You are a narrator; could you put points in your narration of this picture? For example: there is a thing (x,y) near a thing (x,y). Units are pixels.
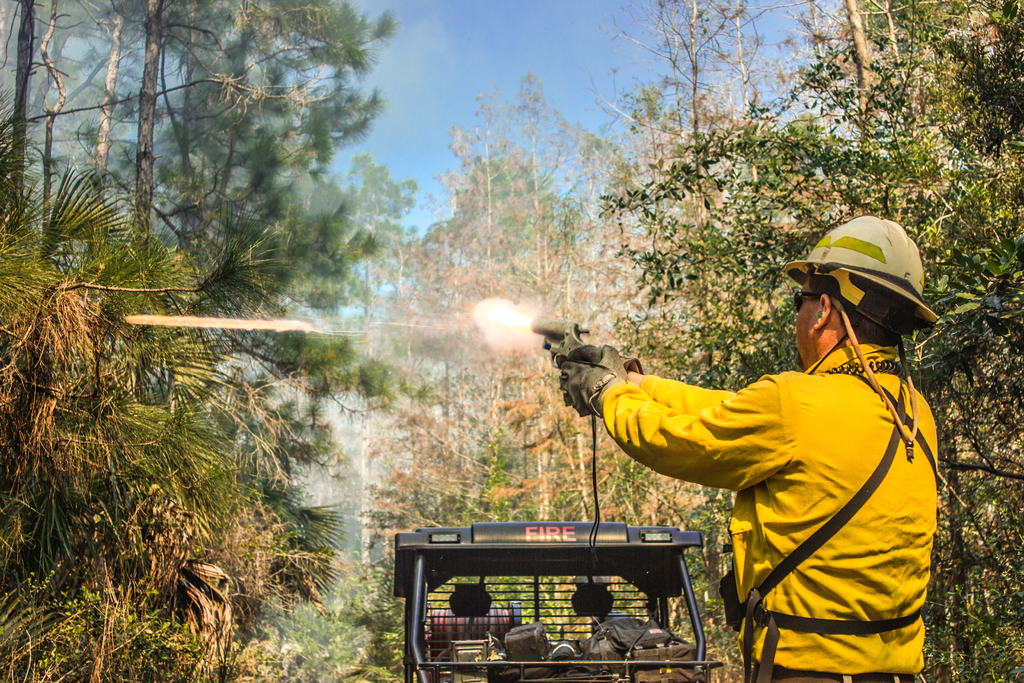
In this image there is a person (711,412) standing and shooting something with a gun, and in the background (610,531) there is a vehicle (569,609) with bags (638,680) in it, trees (544,510), plants (460,508), sky (458,86).
